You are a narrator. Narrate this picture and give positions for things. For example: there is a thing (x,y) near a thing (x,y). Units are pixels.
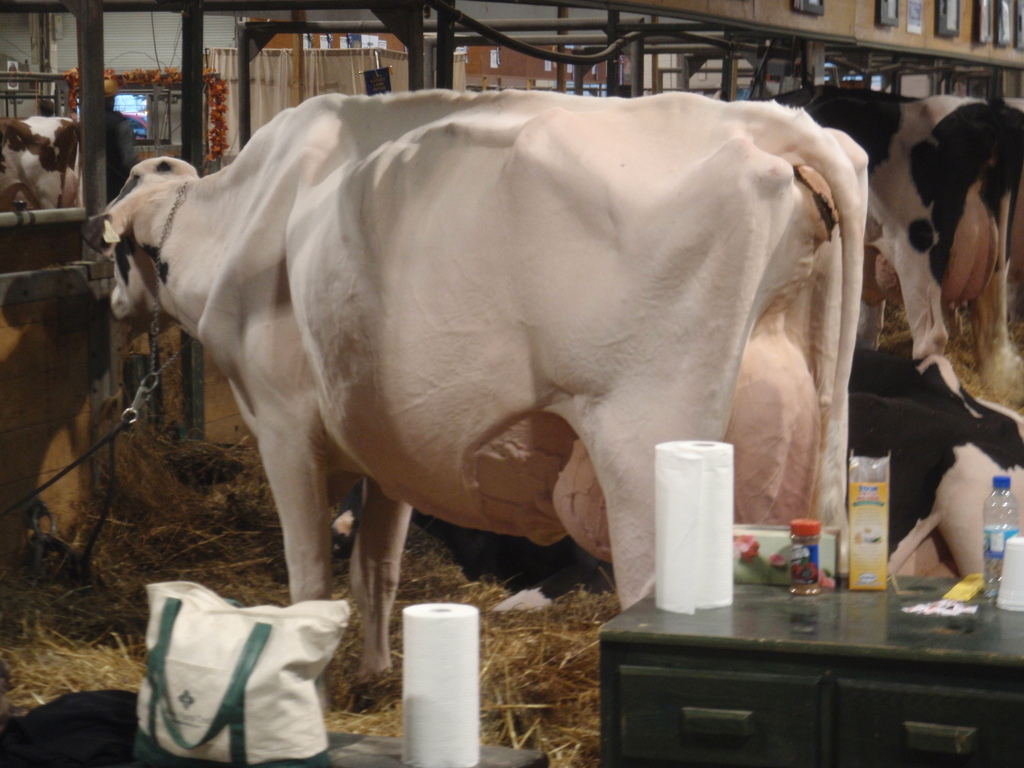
In this image i can see inside of a shed (677,83) and there are some animals (327,391) and there is a cow (227,311) stand inside of the shed (167,119). And there is a table (768,613), on the table (865,608) there are some objects (702,551) kept on the table (705,647). And there is a Grass (528,673) on the ground (528,678) and there is a curtain (257,77) on the back side of the image (262,94) and TV monitor (121,114) seen on the left corner (135,102). and there is a bag (159,669) on the floor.
